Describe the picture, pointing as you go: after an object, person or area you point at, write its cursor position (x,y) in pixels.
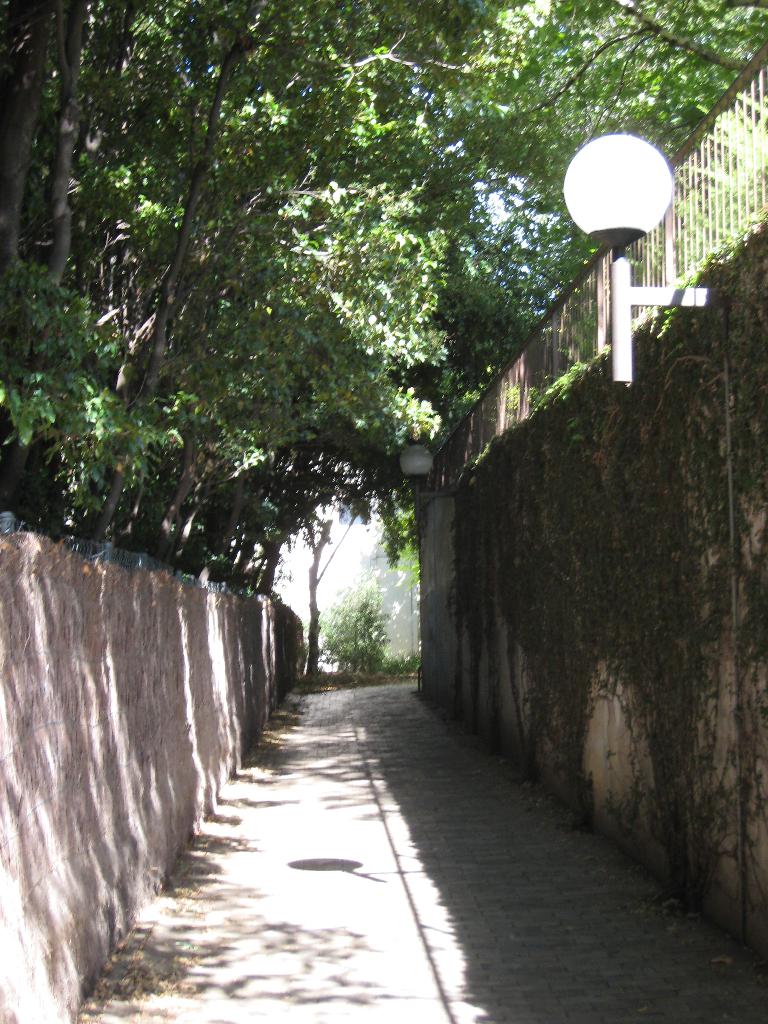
In this image we can see some trees (187,453), lights (618,227), walls (656,374) and the fence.
